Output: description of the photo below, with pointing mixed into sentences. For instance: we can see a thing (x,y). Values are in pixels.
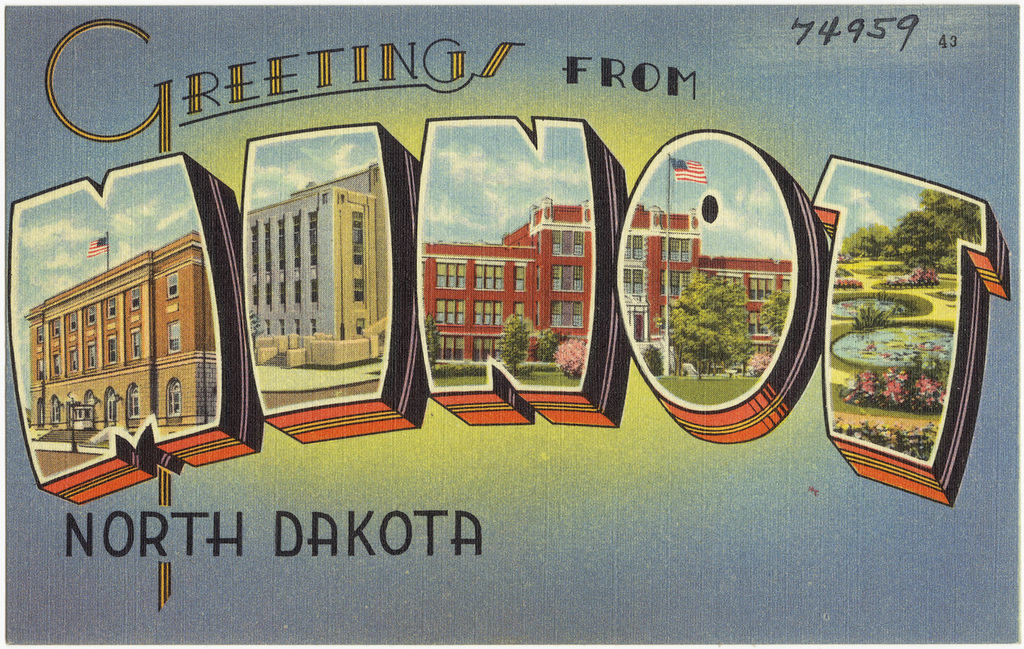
In this image, we can see a poster (376,295). On that poster (856,406), we can see some buildings (448,324) with flags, we can also see some text (337,127) written on the poster (487,274). In the background (819,36), we can see blue color and yellow color.
